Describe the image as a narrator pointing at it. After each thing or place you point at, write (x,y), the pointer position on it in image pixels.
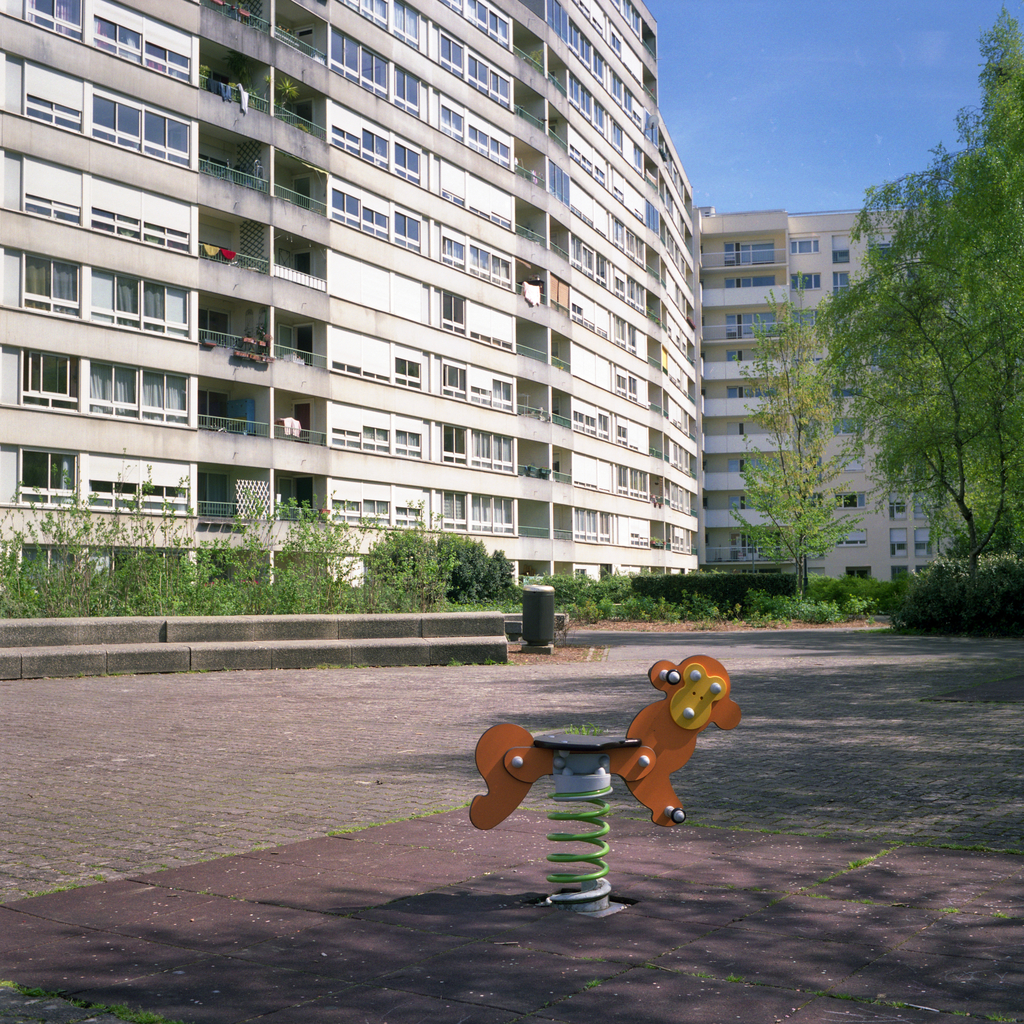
These are the buildings (606,375) with windows (402,13). I can see the clothes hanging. These are the trees (494,556) and plants (296,570). I think this is a dustbin (544,634). This is a kind of see-saw (626,777).
